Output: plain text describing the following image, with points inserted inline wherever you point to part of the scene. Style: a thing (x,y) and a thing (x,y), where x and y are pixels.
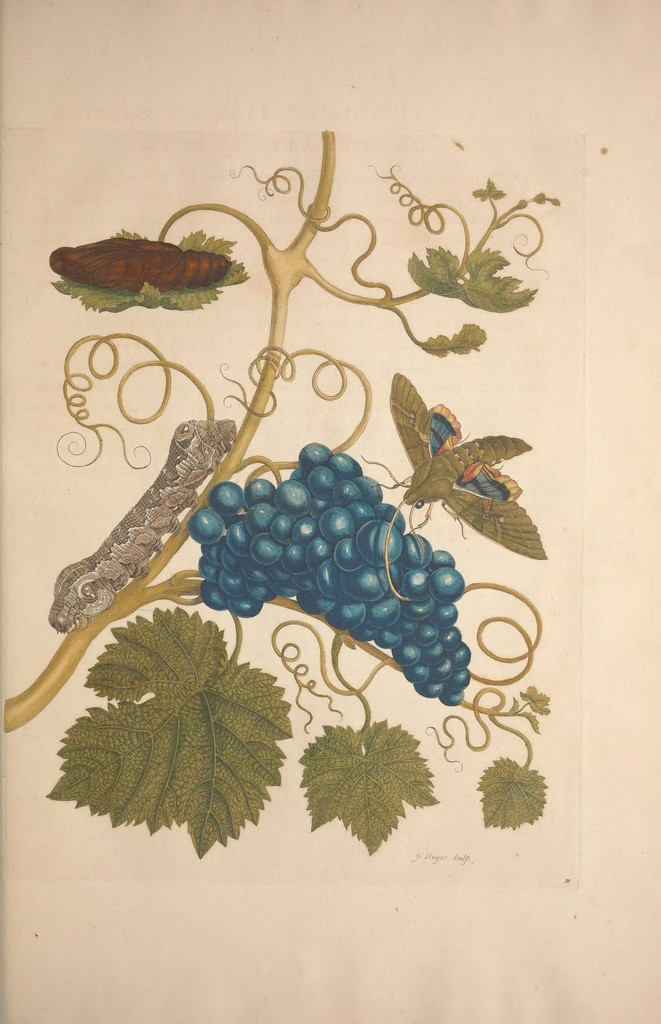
This is an edited image. In the center (346,552) we can see the picture of bunch of grapes (394,555) and we can see the insects (419,482), plant (187,688) and some other objects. The background of the image (99,895) is white in color.
